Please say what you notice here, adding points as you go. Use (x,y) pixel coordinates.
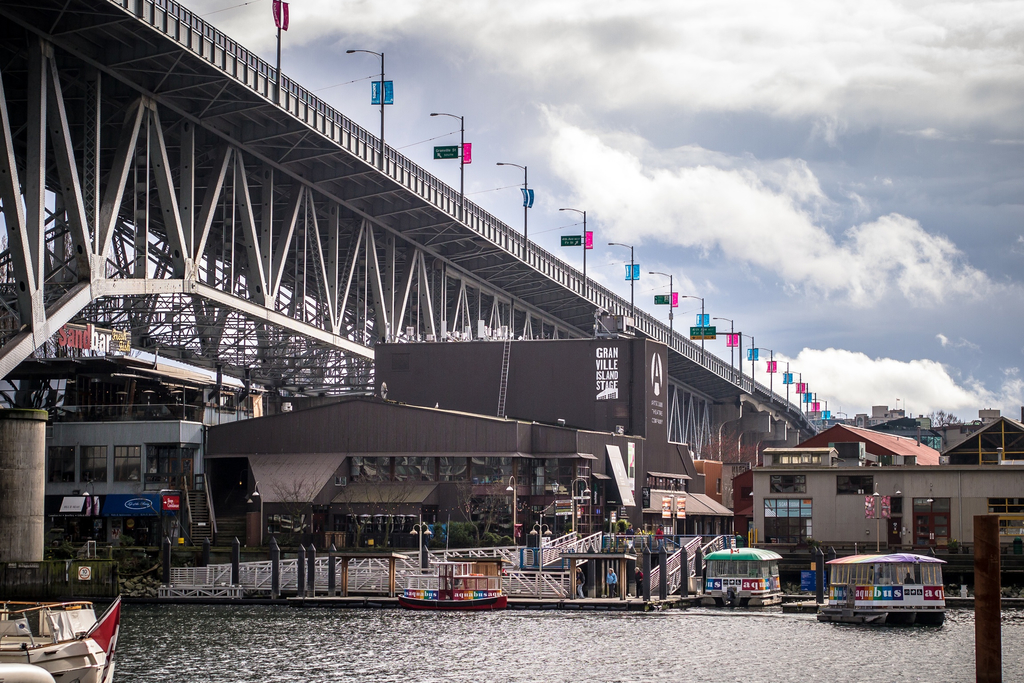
In this image we can see a few ships (68,625) and boats (74,609) on the water (804,617), there are some buildings (474,415), poles (280,21), windows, lights (807,384), sign boards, fence (297,83) and boards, also we can see a bridge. In the background (866,295), we can see the sky (771,184) with clouds (608,58).
